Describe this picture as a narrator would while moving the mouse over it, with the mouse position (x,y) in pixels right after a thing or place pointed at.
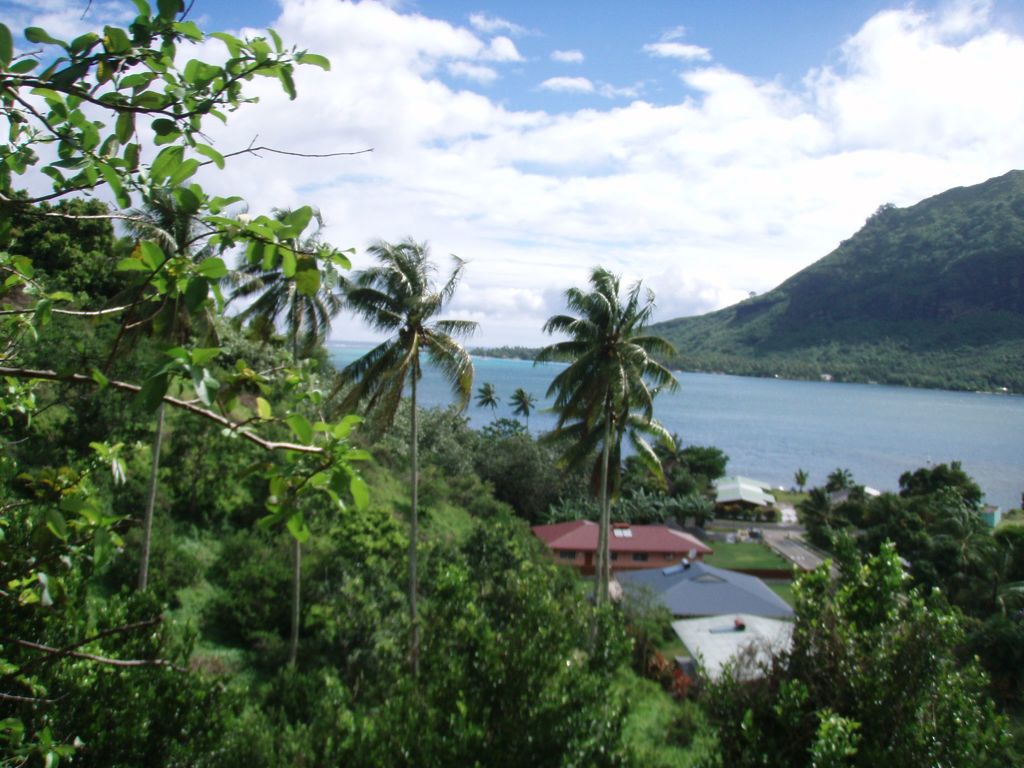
In this image I can see few trees (780,656) which are green in color, the roofs (707,647) of few buildings (728,644) which are white, blue and brown in color and the water (760,436). In the background (981,297) I can see the mountain (894,288), few trees (924,262) on the mountain (823,287) and the sky (687,202).
